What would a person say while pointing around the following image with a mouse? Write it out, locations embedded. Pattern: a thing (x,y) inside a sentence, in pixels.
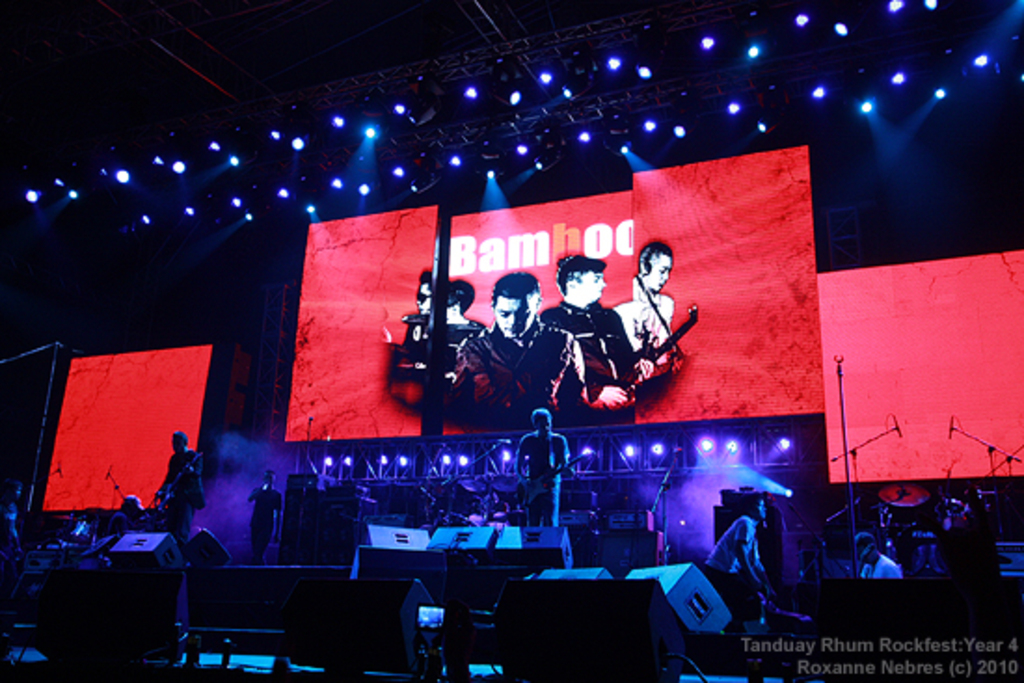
In this picture we can see some people (737,532), musical instruments (527,483), mics (510,441), lights (329,466), posters (583,321), devices (627,529), some objects (586,529) and in the background (174,128) it is dark and at the bottom right corner of this picture (875,641) we can see some text (963,665).
